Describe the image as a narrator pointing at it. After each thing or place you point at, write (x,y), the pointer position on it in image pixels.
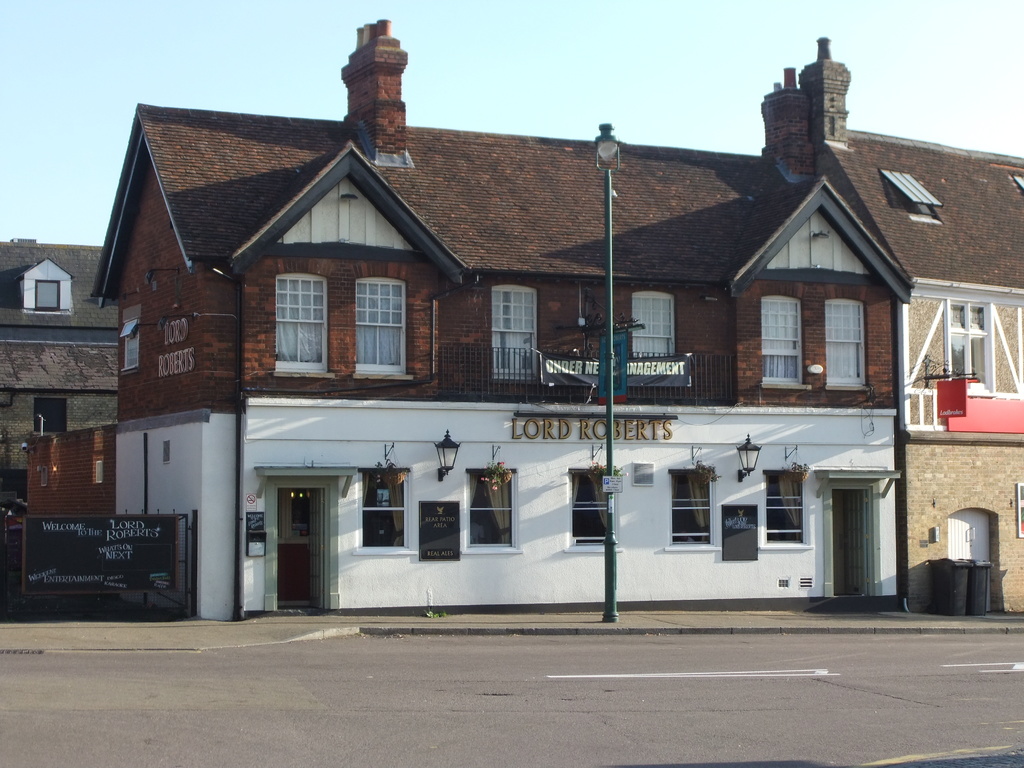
In this picture I can see boards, lights (610,319), dustbins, iron grilles (731,405), there is a banner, there are buildings (517,161), and in the background (605,59) there is the sky (582,39).
